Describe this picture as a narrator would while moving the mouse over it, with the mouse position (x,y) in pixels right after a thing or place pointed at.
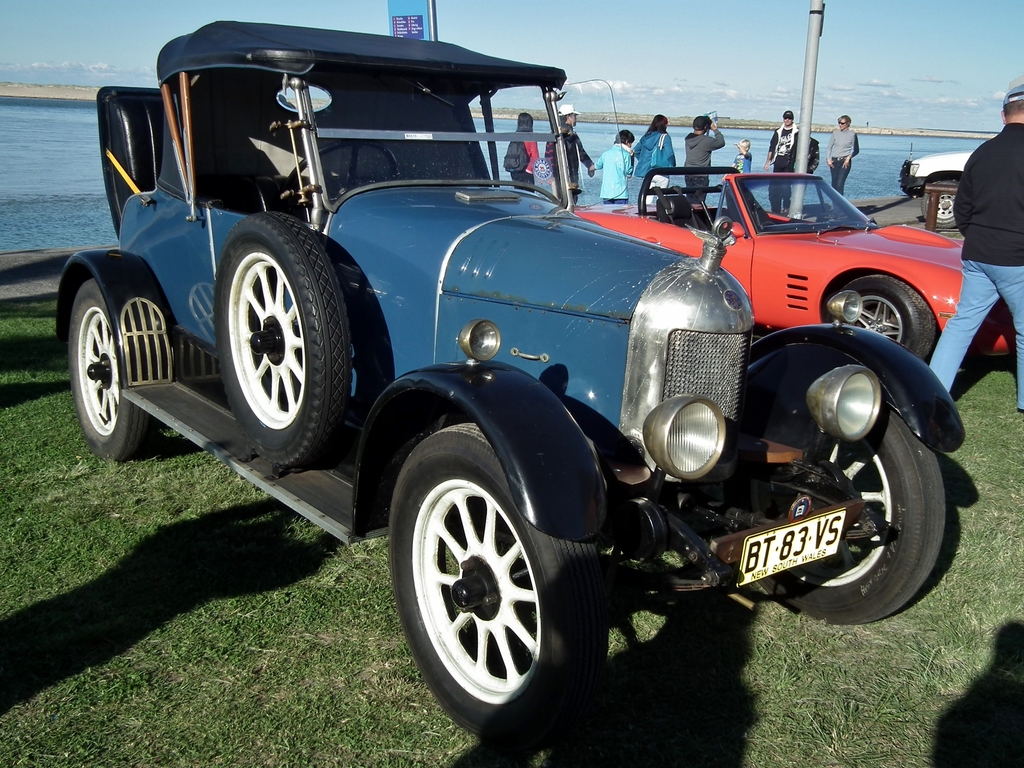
In this image I can see a car (525,295) which is blue, white and black in color and another car (849,254) which is orange in color on the ground (265,580). In the background (598,133) I can see few persons (602,198) standing, another car (938,176) which is white in color, a metal pole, the water (714,158), the blue colored banner (417,20) and the sky (568,64).
